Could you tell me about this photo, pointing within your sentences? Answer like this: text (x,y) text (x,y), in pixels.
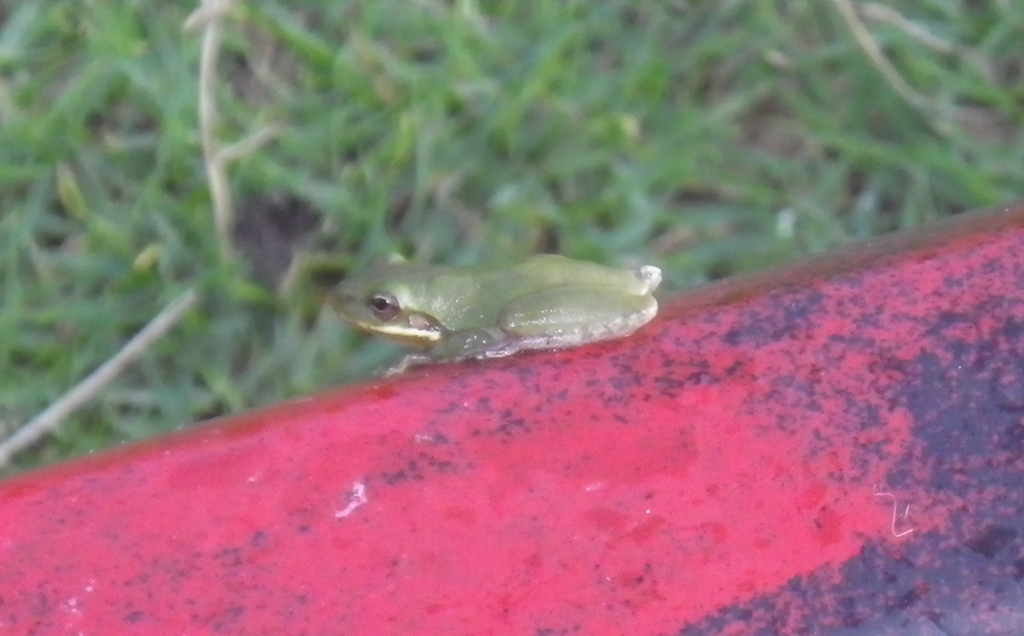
In the center of the image (436,305), we can see a frog (510,311) which is on the rod (628,448) and in the background (553,86), there are plants (571,144).
